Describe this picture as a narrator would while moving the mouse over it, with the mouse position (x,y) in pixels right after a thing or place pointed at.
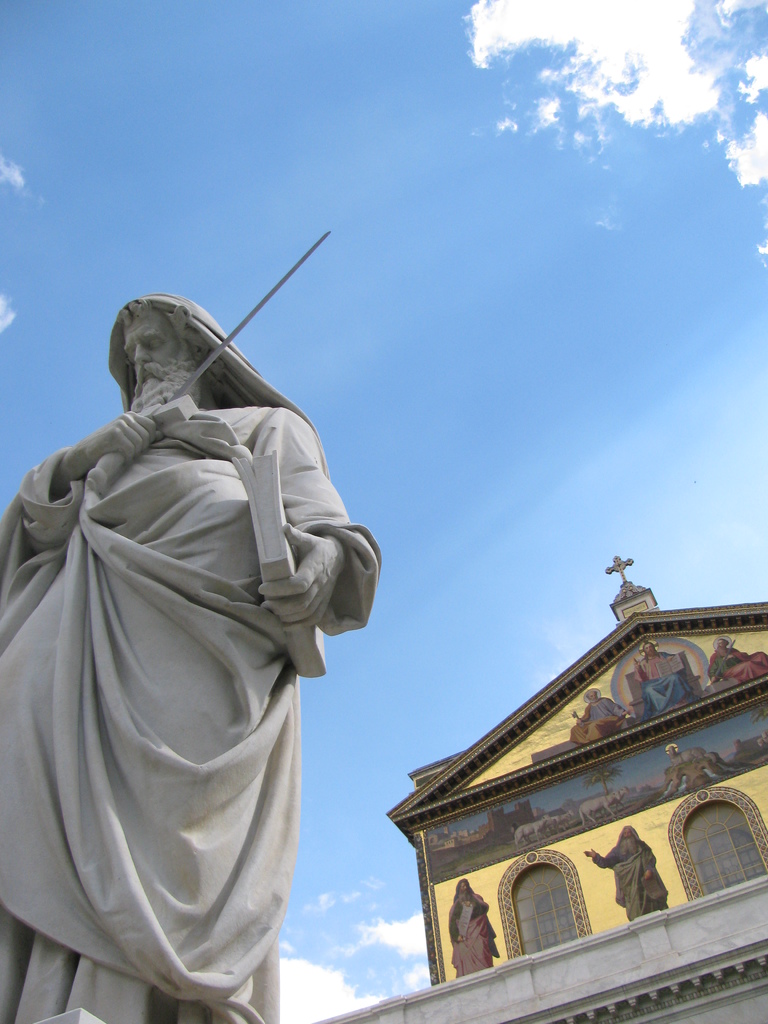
In this picture there is a statue (199,470) of a man (177,498) standing and holding the book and sword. At the back (560,937) there is a building (554,689) and there is a painting (619,912) of group of people (726,638) and animals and trees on the building (654,827). At the top (387,278) there is sky (362,391) and there are clouds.
